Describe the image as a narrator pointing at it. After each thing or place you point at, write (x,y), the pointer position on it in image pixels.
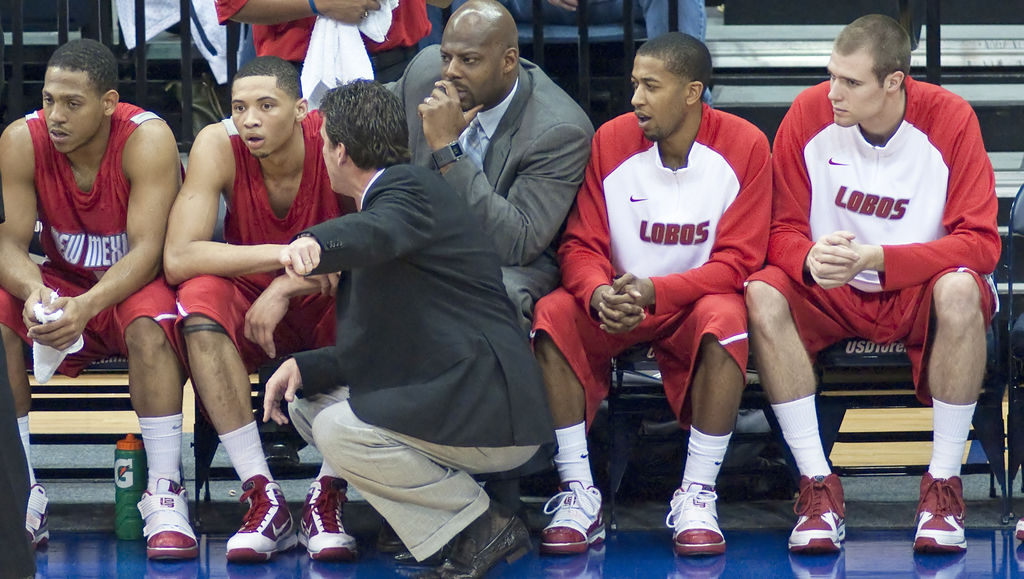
In the image there are few men (137,224) in red vest (308,123) sitting in the left side (108,377) and in the middle (517,206) there is a man (409,71) in coat (411,90) and beside him two other men (689,242) in red dress (743,239), they all seems to be sports person (103,114), in the middle (427,250) there is a man (426,350) in squat position, behind them there are steps (753,26) with some people (698,17) sitting on it.
